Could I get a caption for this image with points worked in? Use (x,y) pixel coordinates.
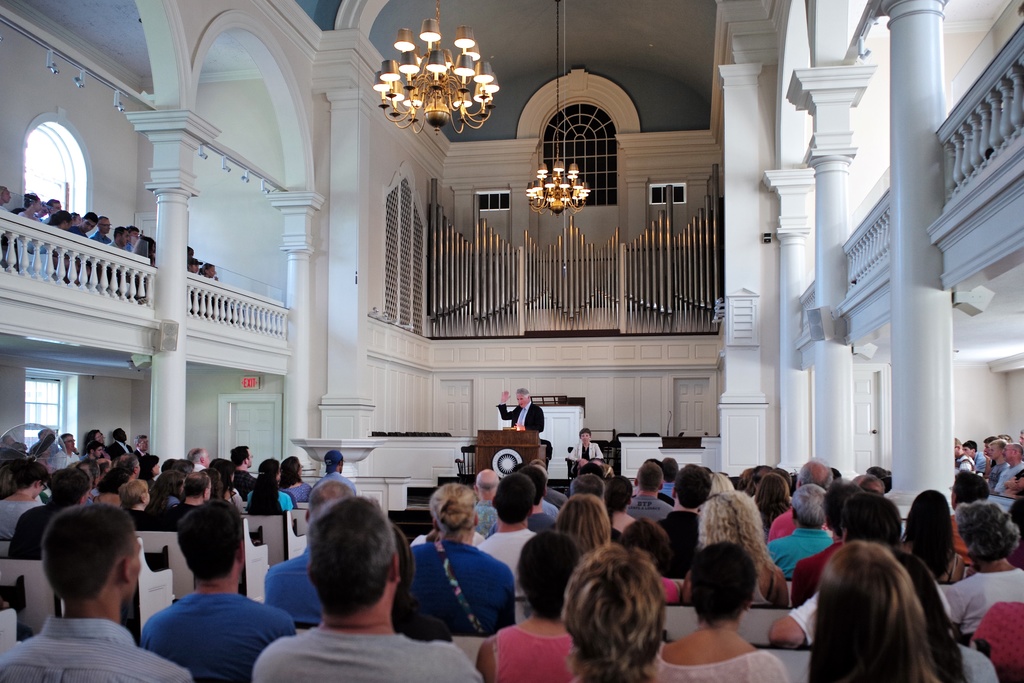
In this picture there is a man (523,415) who is wearing black blazer (540,425) and shirt (522,425). He is standing near to the speech desk (512,452). Beside him there is a woman (589,447) who is sitting on the chair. In the bottom (832,547) i can see many peoples (467,519) were sitting on the bench (263,555). On the right (953,517) and left side (69,438) i can see other people's (1015,460) were standing near to the pillars (169,455). On the left (254,408) i can see the exit door (268,418) and windows (26,383). At the top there are two chandeliers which is hanging from the roof (591,32).
